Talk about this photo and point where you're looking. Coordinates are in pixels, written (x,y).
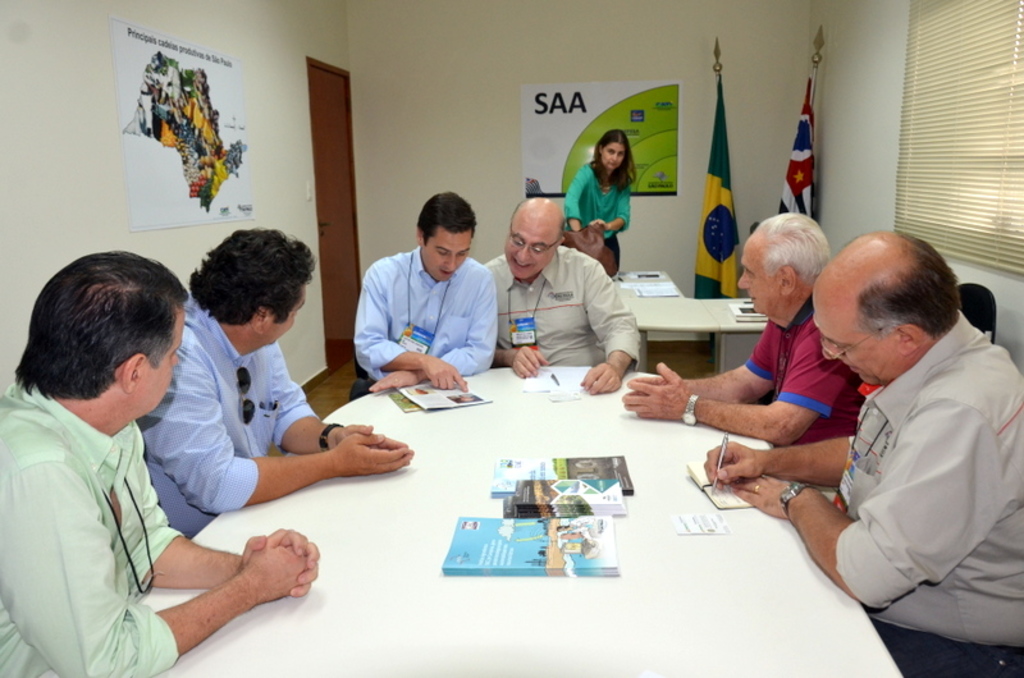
On the background (460,95) we can see wall (303,132), posters (655,141), door (314,152). These are flags (724,151). This is a window (971,203). Here we can see one woman (597,203) standing in front of a table (667,301) and there is a bag (602,249) in her hand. Here we can see few persons (970,569) sitting on chairs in front a table (619,566) and on the table (697,509) we can see papers (564,380), pen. At the right side of the picture (894,436) we can see one man (889,551) holding a pen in his hand (743,484) and writing something. He wore watch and spectacles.
